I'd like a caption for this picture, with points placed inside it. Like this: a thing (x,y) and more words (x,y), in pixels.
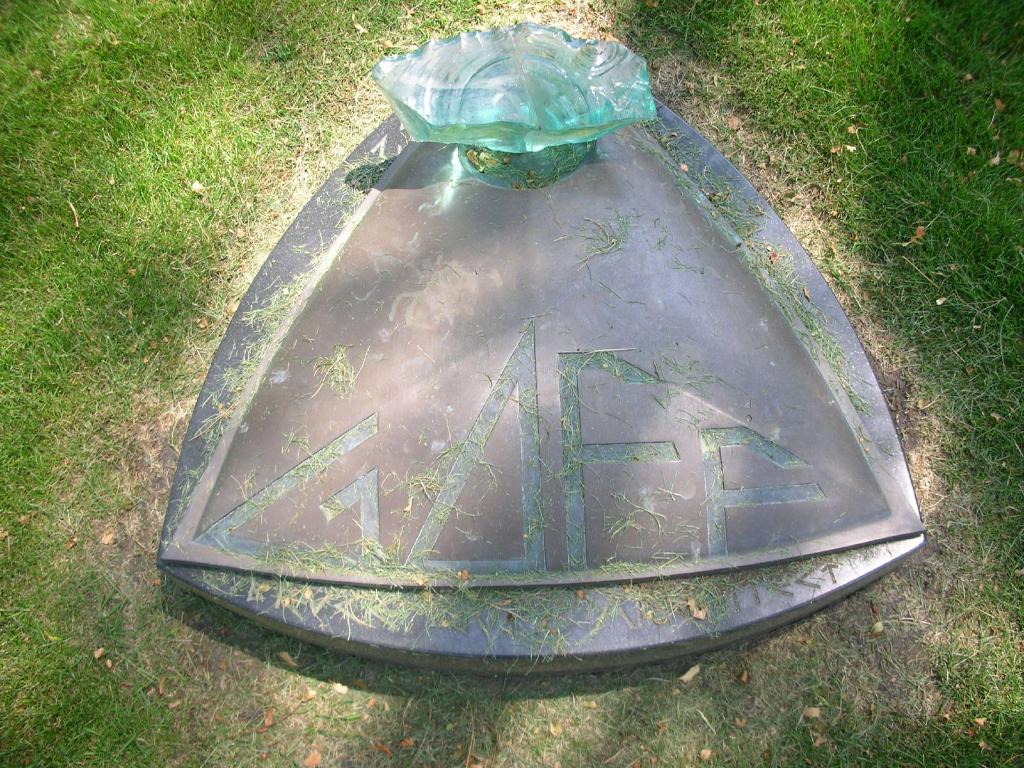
In this picture we can see a stone (594,293) and grass (876,208).
